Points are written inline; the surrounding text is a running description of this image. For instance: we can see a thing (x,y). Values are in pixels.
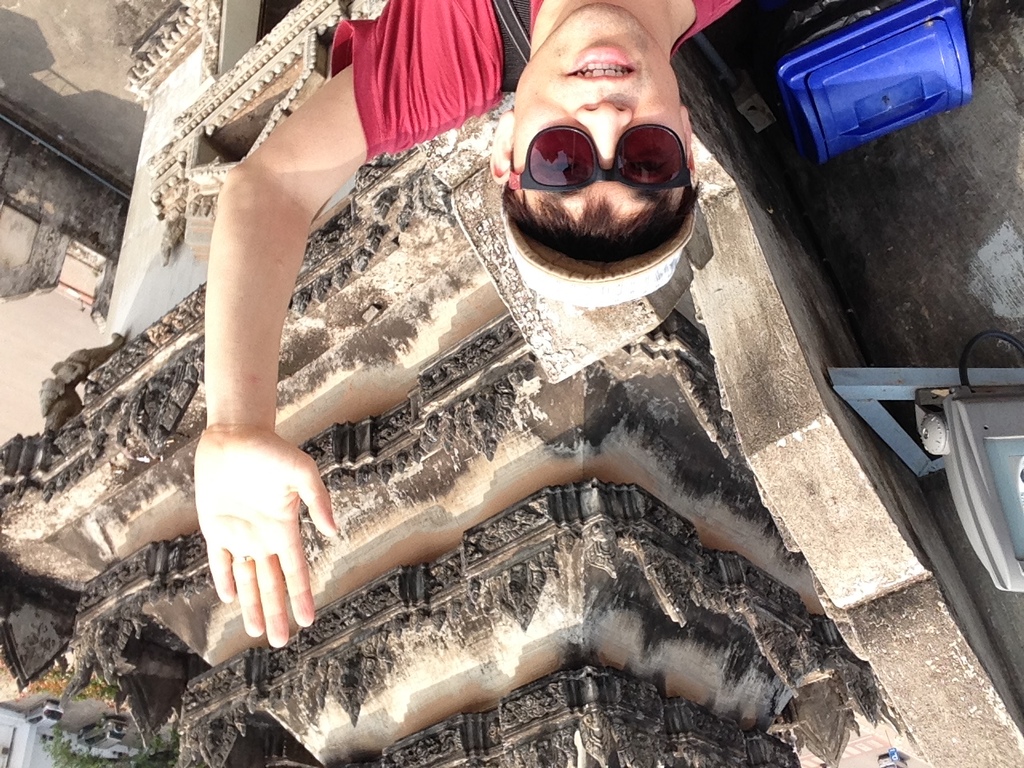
In this image we can see a person (617,196) wearing hat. On the right side of the image (821,79) we can see a trash bin (821,79) and a device (999,413) placed on a metal frame (898,428). At the bottom of the image (121,755) we can see group of vehicles (103,734) parked on the ground (69,727), groups of trees (166,765) and a building (1,727) with windows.
